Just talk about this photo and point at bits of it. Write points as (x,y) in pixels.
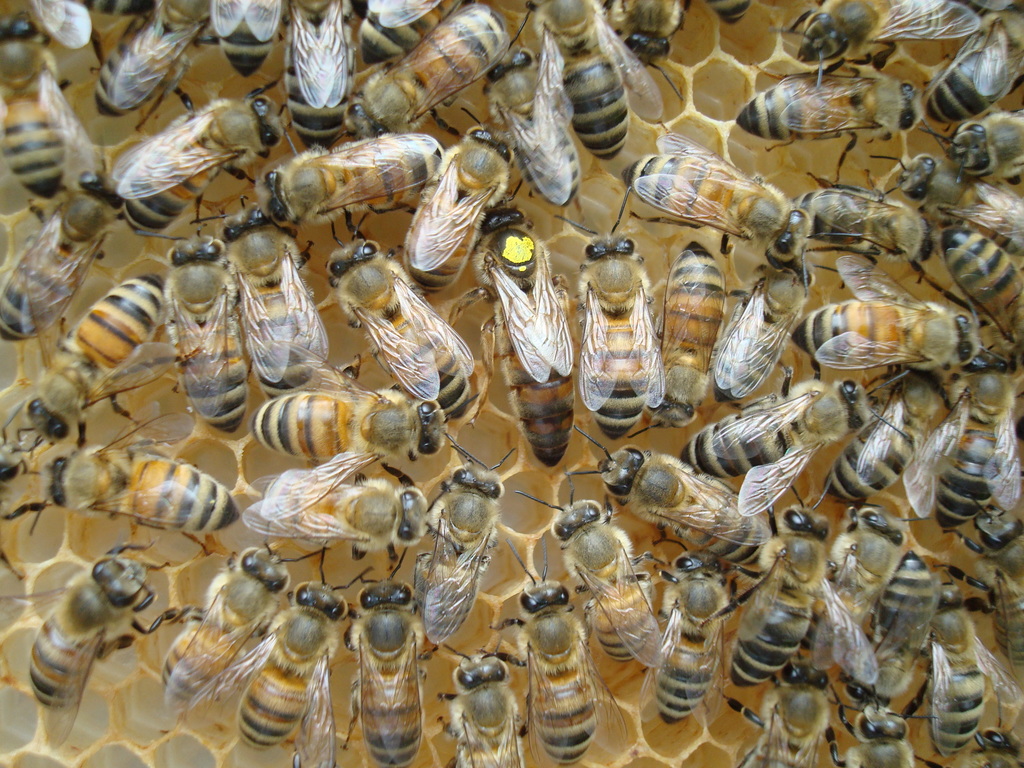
In this image there are insects (404,328).
